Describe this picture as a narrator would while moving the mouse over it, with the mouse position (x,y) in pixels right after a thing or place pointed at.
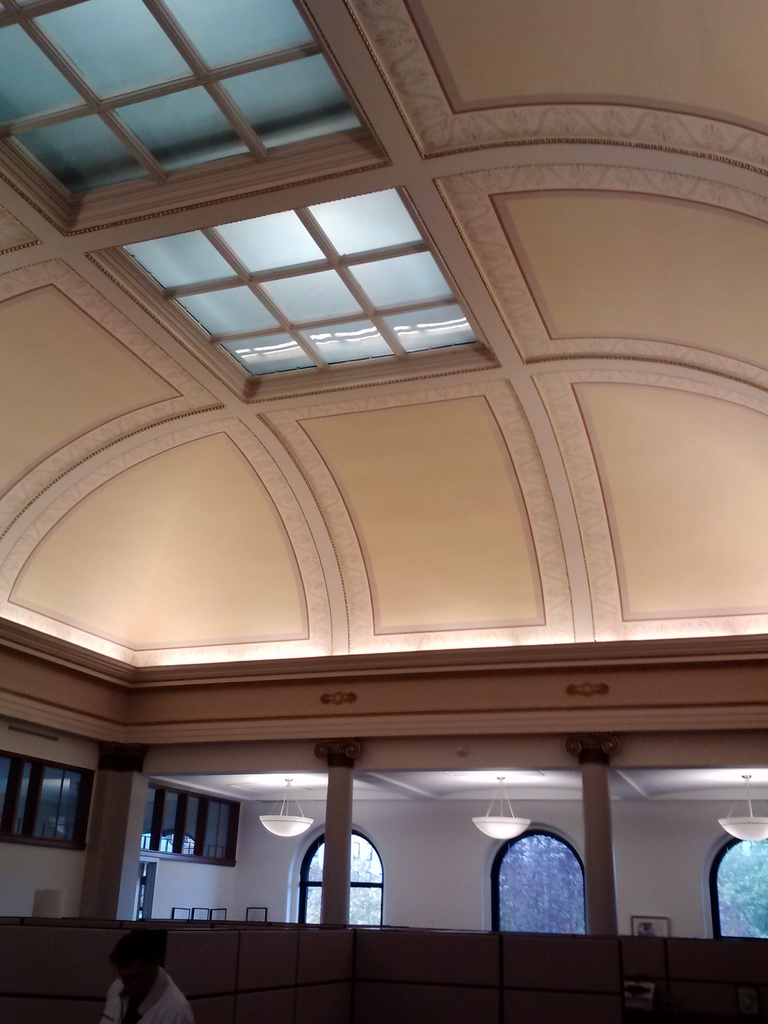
In this picture, we can see an inner view of a room (360,837), we can see a person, pillars (105,911), wall (519,808) with glass doors (137,911), and some objects (197,918), we can see lights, roof (468,472) with glass (80,122) and some objects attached to it.
